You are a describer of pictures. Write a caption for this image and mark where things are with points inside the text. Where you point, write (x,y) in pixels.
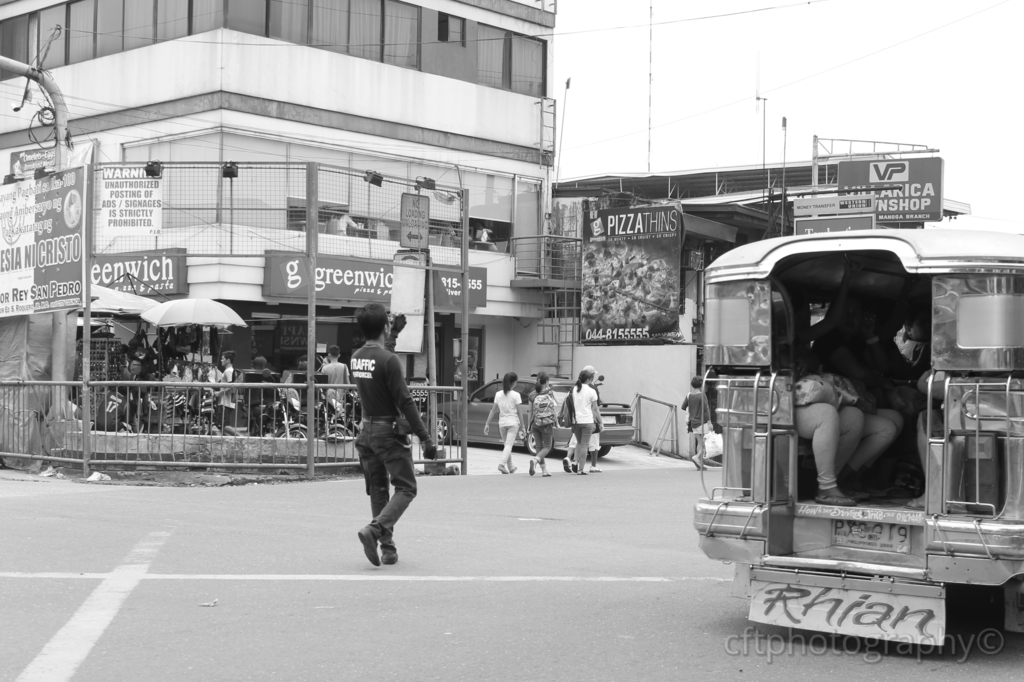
This image consists of many people (535,417). To the right (789,526), there is a vehicle (929,473) in which there are many persons (878,453) sitting. At the bottom (260,608), there is a road (142,593). In the background (526,165), there are buildings (489,247) along with boards (18,199) and banners (644,299).
